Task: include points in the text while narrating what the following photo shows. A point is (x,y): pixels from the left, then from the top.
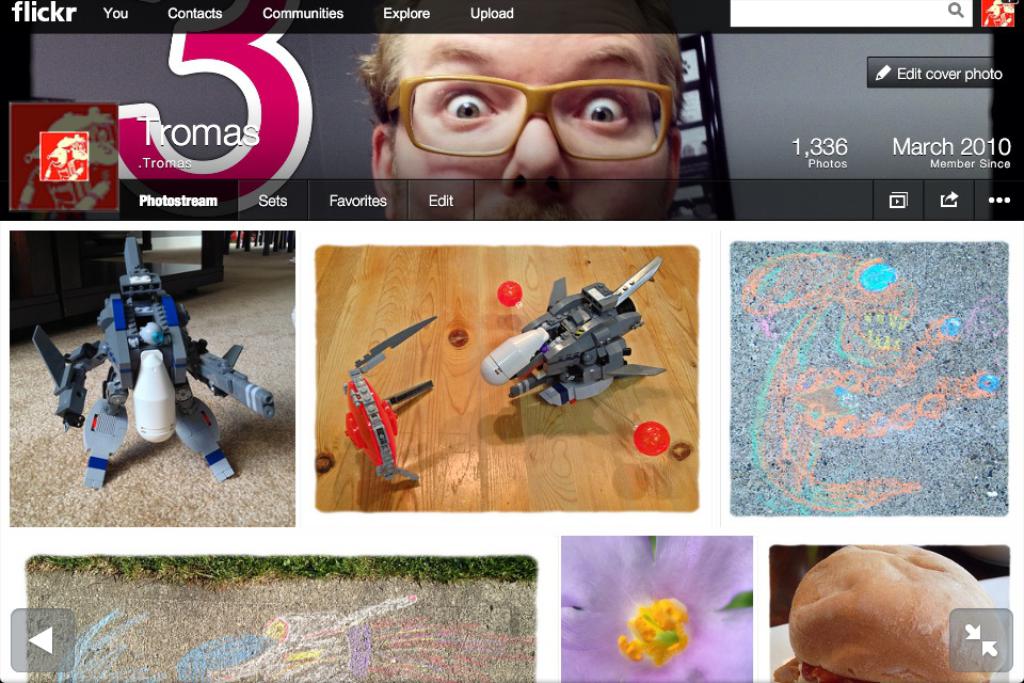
There is a Flickr page (467,248) with few images (806,453) and icons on that. There are images (331,447) of robots (583,378), food item (933,580) and some other things (855,260). Also there is a person's face (496,118) with specs (433,134).
